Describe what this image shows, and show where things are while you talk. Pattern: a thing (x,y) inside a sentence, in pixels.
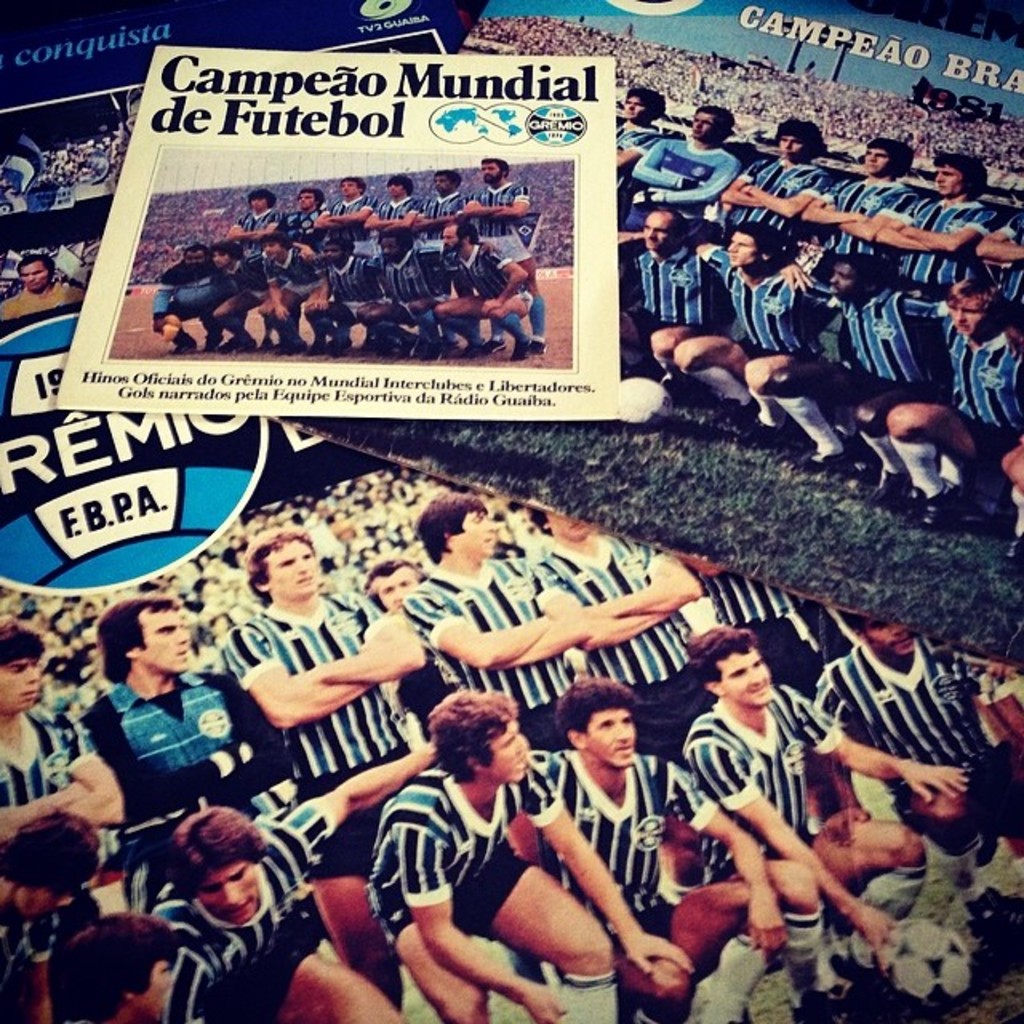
In this picture we can see posters (344,471), in these posters (492,564) we can see people (423,581) and some information (847,43).
